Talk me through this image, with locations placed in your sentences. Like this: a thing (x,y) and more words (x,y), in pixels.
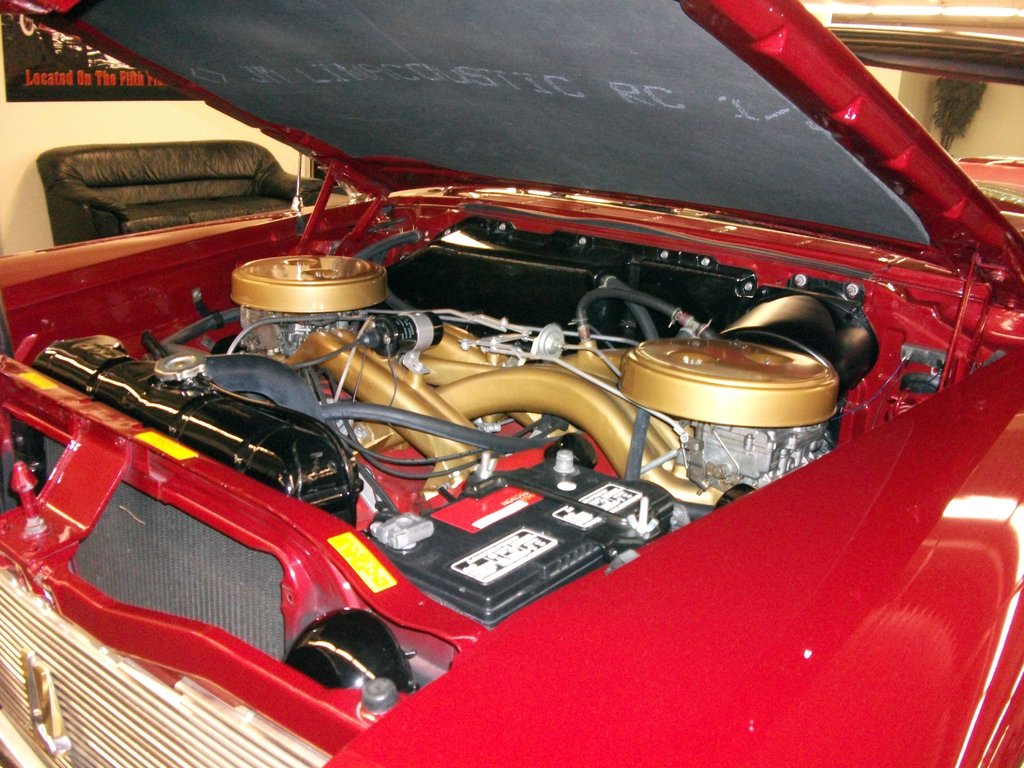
In this picture we can see a car (513,544) and few objects (428,308) in it. There is a sofa (147,175) and a poster (55,47) on the wall (125,106).
